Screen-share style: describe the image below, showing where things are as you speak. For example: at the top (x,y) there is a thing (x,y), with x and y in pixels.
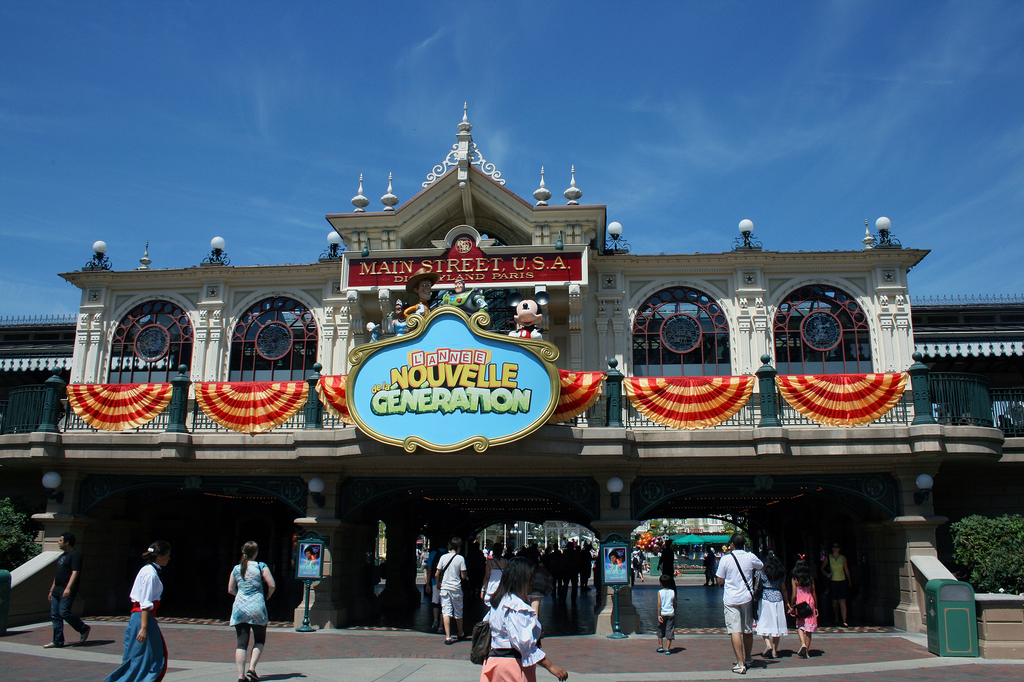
In this image there is a building (462,227) having some lights (59,487) to it. There are few persons (509,638) walking on the road (650,640) and few persons (445,600) are inside the building (626,516). There is a dustbin (958,631) and plant (959,569) at the right side of the image (956,556) and a plant (34,543) at the left side of the image (34,535). At the top of the image (404,130) there is sky (566,109).
